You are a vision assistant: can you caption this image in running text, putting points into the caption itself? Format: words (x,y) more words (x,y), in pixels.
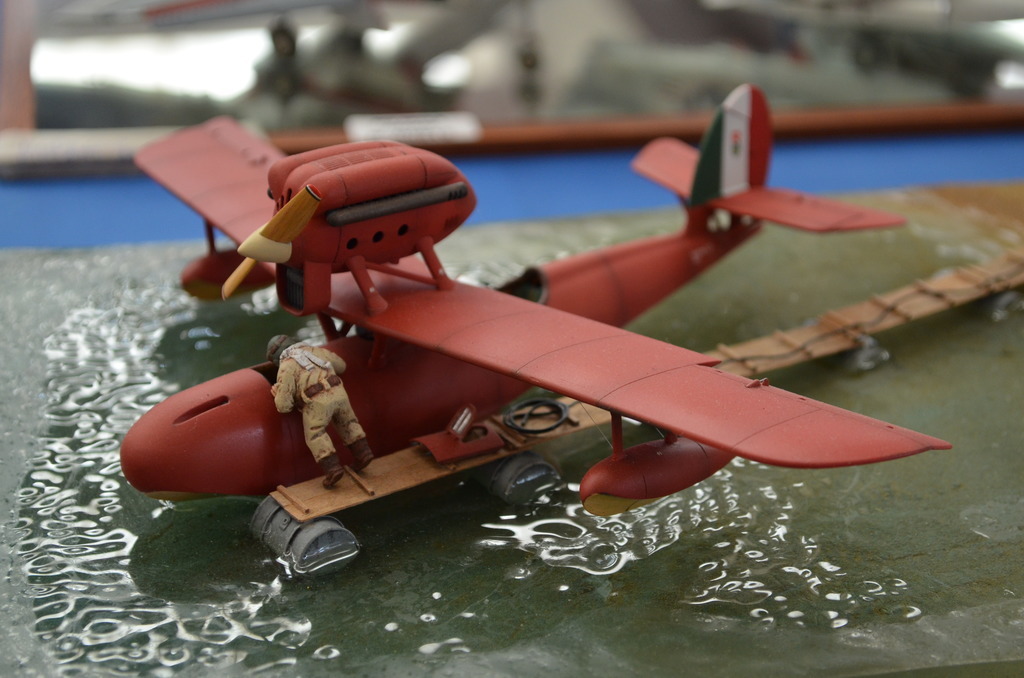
In the image we can see a toy (586,353) seaplane. There is a toy (332,391) of person (338,379) wearing clothes (308,396), helmet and shoes (339,467). There is even water (718,592) and the background is blurred.
